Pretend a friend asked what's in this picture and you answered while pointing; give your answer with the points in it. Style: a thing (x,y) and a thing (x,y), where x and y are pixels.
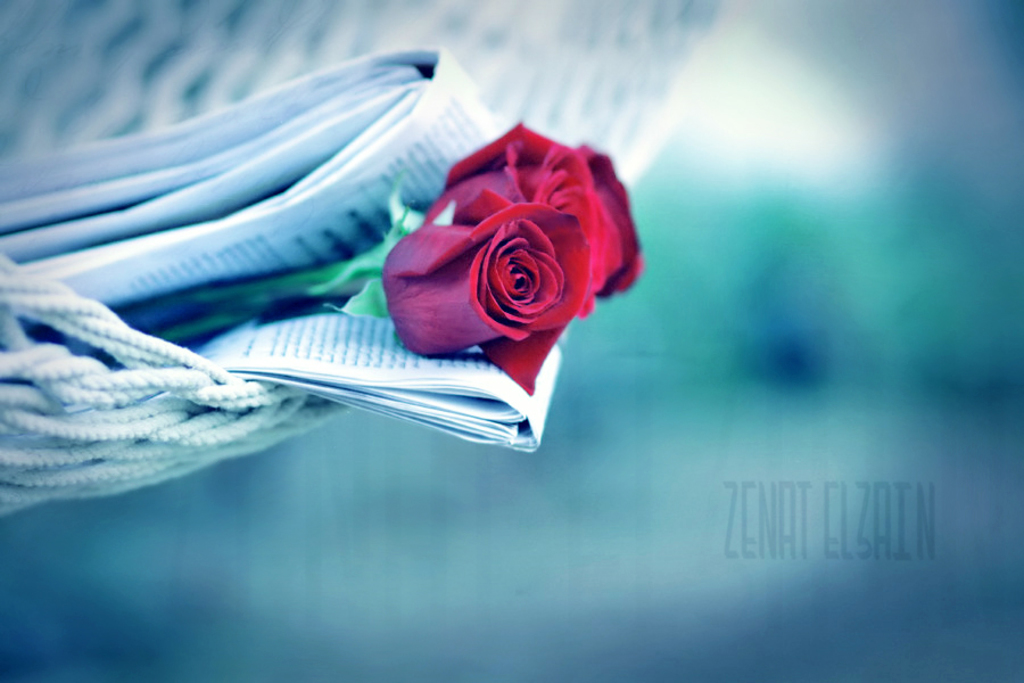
On the left side of the image (102,373) there are roses (501,230), newspapers (203,228) and ropes (143,373). In the background of the image (609,419) it is blurry. On the right side of the image (743,518) there is a watermark (837,516).
